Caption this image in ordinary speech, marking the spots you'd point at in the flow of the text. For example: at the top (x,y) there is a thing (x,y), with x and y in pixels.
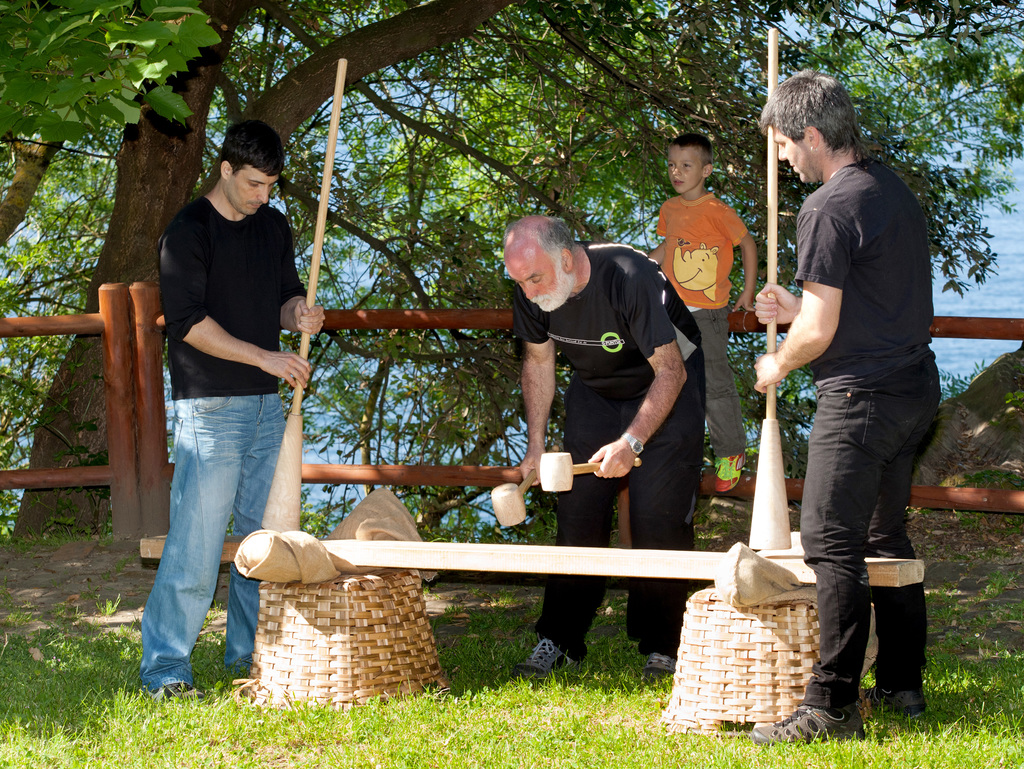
In this picture, we can see a few people (531,391), and among them a few are holding some objects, we can see the ground (499,704) with grass (503,630), and some objects (272,557) like baskets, with wooden pole (419,542) on it, we can see fencing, trees (434,500), and the water (1011,286).
